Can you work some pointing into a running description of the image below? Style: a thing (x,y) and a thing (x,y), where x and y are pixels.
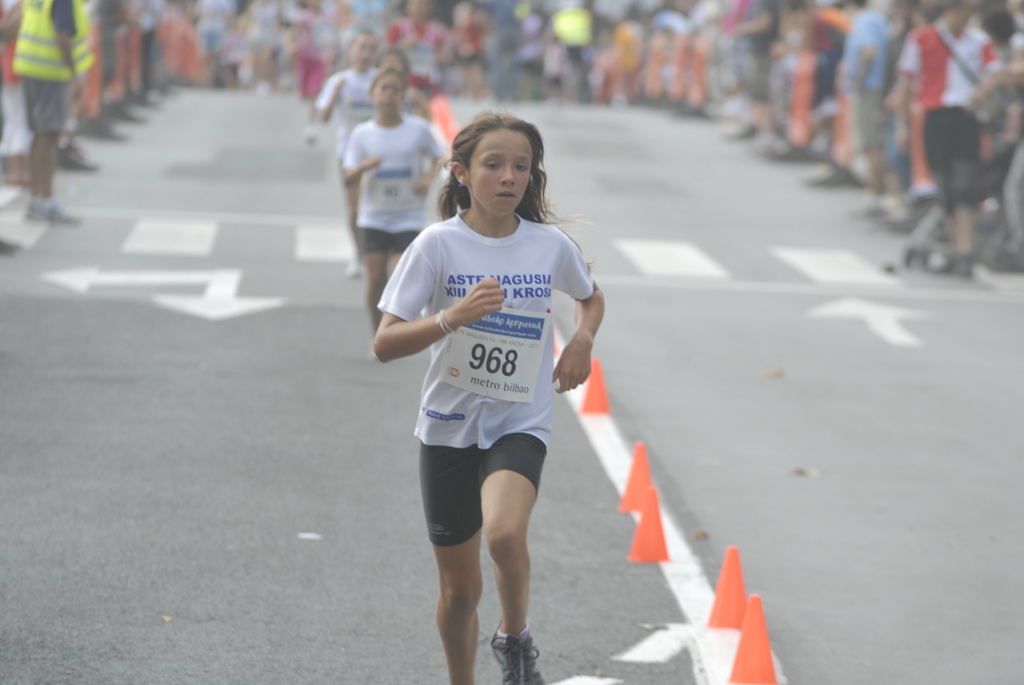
In the middle of this image (535,249), there are children (512,198) in different color dresses (335,79), running on the road (422,530), on which there are white color lines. On both sides of this road (800,669), there are persons (1006,90) standing.
